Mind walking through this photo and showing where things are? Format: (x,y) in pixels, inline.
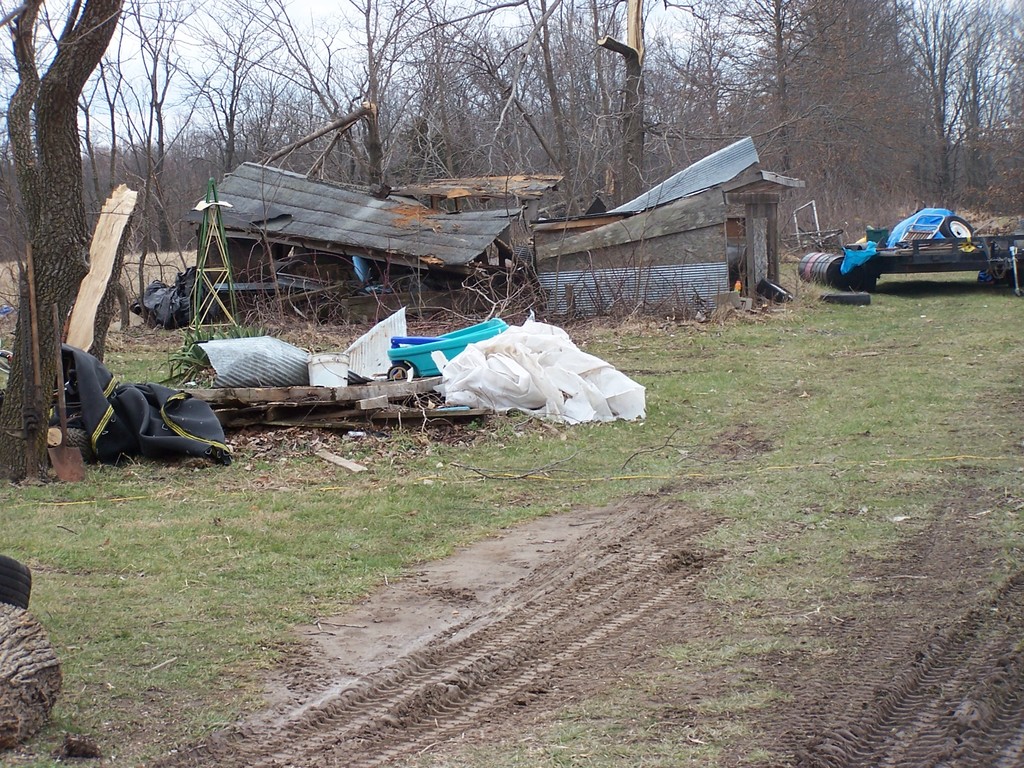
In this picture we can observe a destroyed house (518,244). We can observe white color cloth (531,369). There is some grass (215,558) on the ground (826,489). In the background (468,88) there are trees (532,75) and a sky (341,42).
